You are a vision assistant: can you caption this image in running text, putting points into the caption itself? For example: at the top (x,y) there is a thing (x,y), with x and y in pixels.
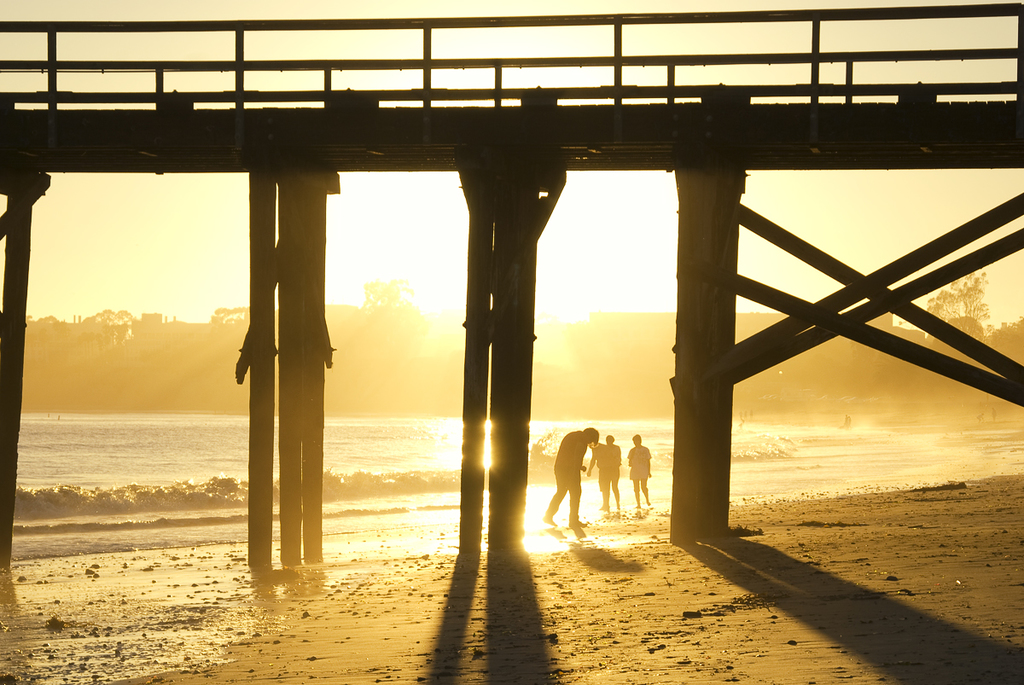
This image consists of a bridge (14,268). In which we can see three persons (645,505). At the bottom (480,661), there is sand (420,578). In the background (195,435), we can see the waves (369,488) in the water (219,486). And there are trees (187,352). At the top (145,225), there is sky (164,199).
